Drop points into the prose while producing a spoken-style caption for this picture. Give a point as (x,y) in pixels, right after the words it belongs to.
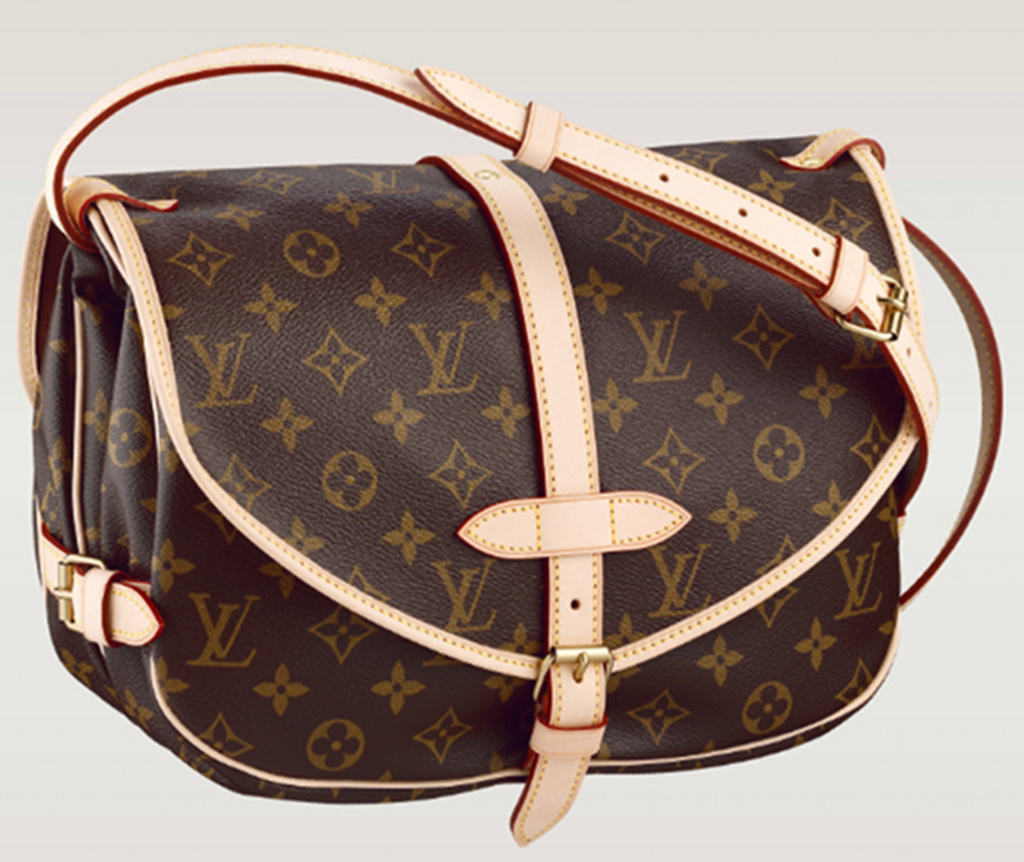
In this picture there is a bag (666,257) of brown colour with cream colour belt (180,70).
